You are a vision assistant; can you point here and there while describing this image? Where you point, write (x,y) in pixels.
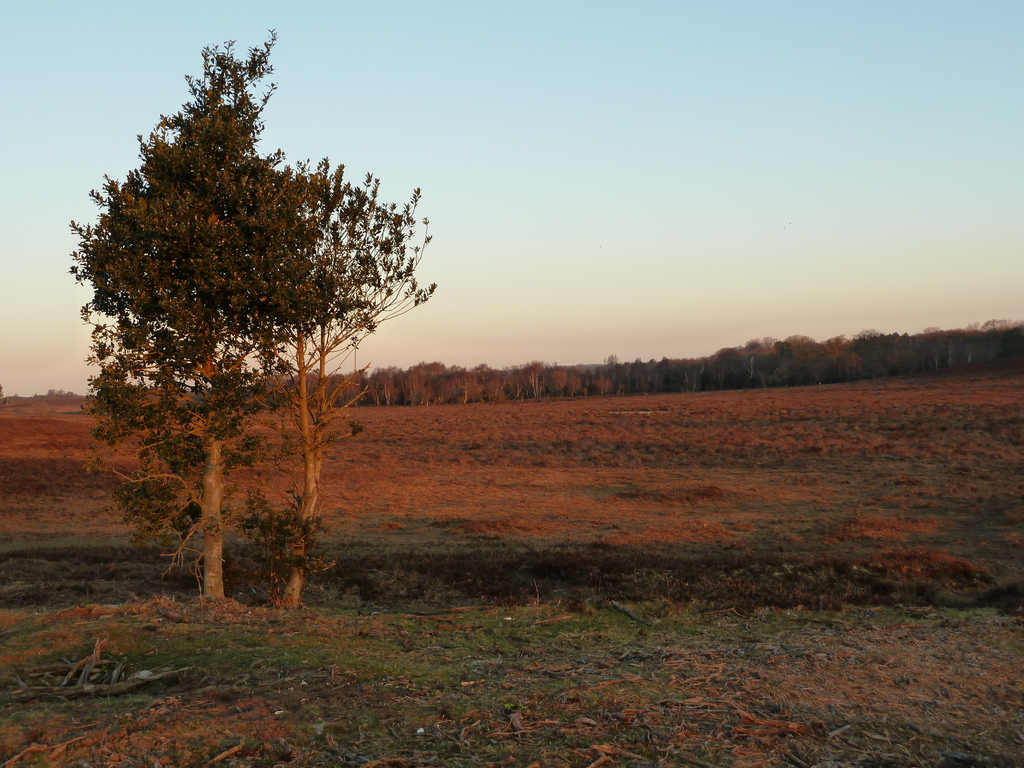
At the bottom (476,710), we see the grass (494,713), dry leaves (719,680) and twigs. On the left side (258,216), we see a tree (268,403). There are trees (609,387) in the background (537,392). At the top (622,125), we see the sky (630,157).
